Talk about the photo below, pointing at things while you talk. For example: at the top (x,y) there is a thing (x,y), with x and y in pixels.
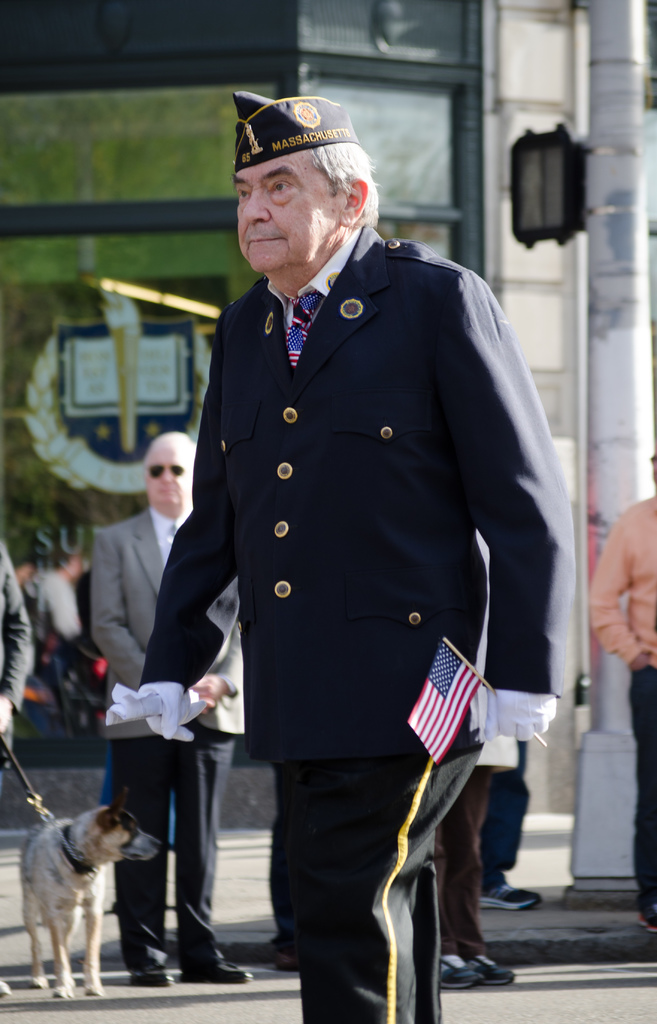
In the picture an old man (386,371) is walking he is holding an American flag (462,695) in his hand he is wearing a hat (274,115) in the background (108,660) there is another person (112,645) standing and there is a dog (72,861) beside him, there is also a pole (592,524) and a light (519,155) fixed to that pole (605,173) in the background (112,174) there is a building (13,161).
